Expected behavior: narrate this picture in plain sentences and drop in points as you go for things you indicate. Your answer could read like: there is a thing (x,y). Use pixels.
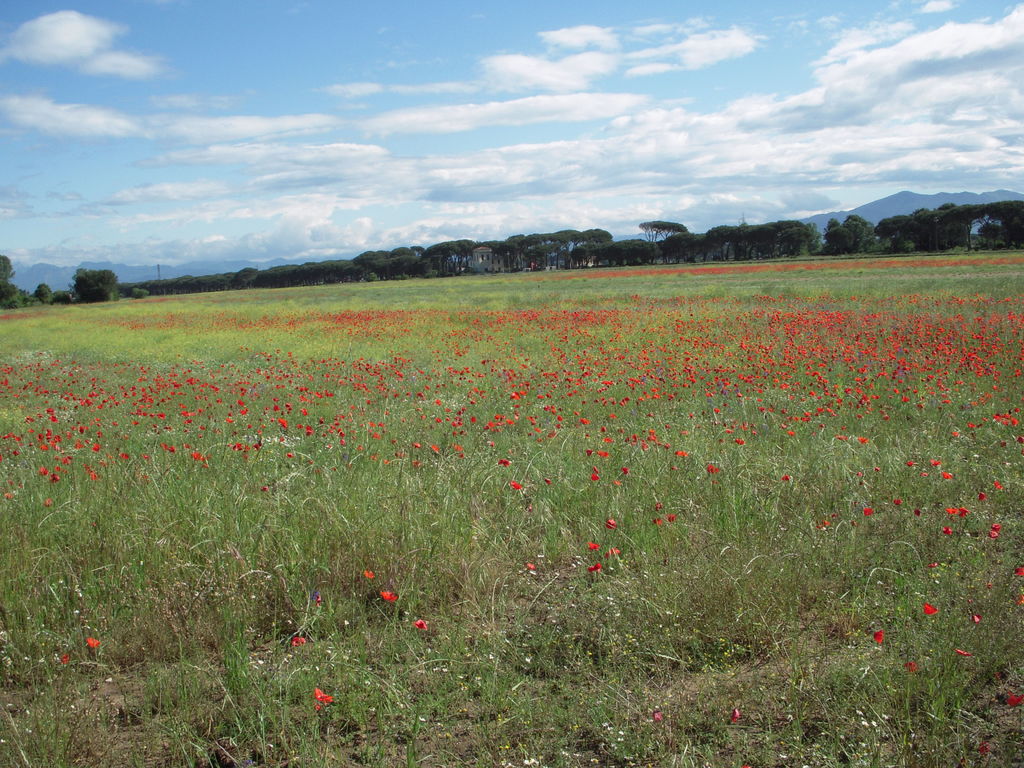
In this image we can see sky (451,126) with clouds (515,115), hills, trees (798,224) and plants (340,474) with flowers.
